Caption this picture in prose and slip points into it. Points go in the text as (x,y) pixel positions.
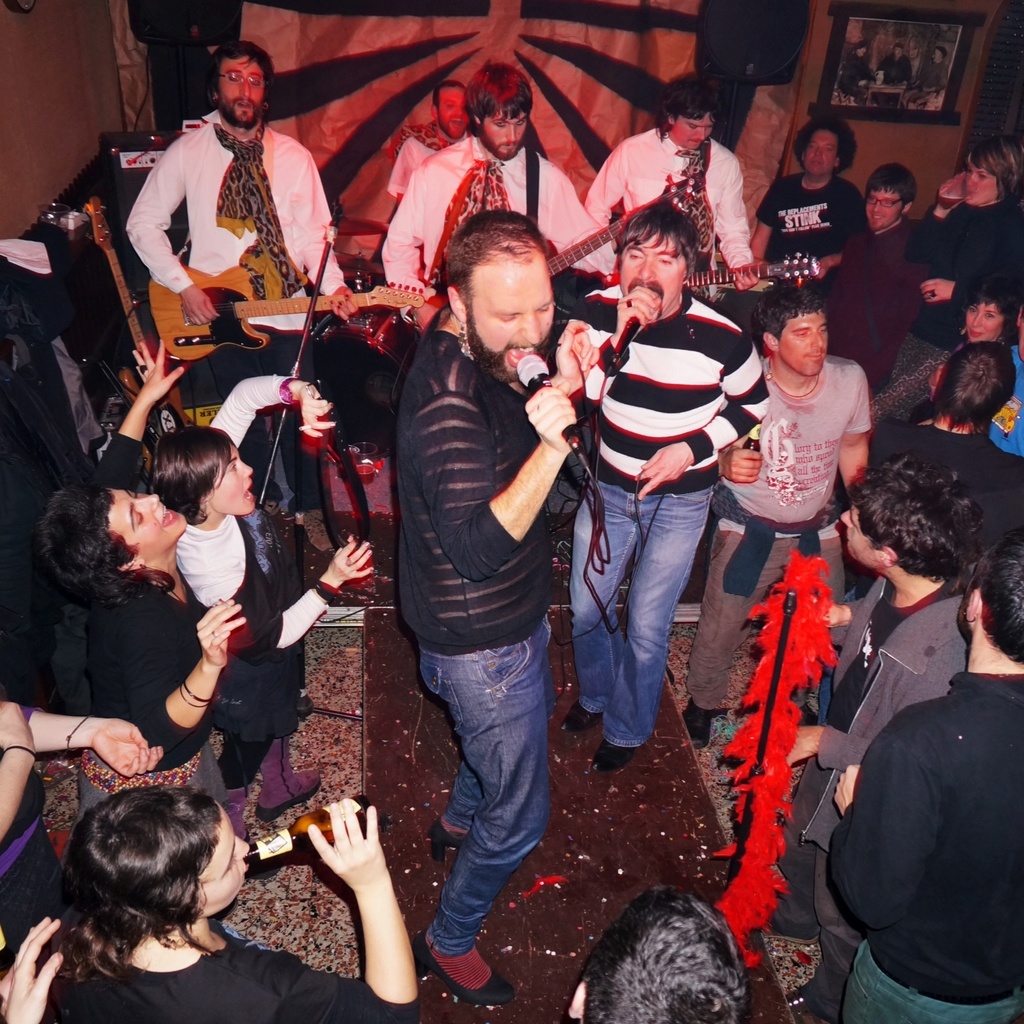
This picture is clicked in a musical concert. The man (467,428) in the middle of the picture (492,465) wearing black t-shirt (463,589) and blue jeans (520,756) is holding microphone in his hand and singing. Beside him, the man (692,367) with white and black t-shirt (690,360) is holding microphone (630,340) in his hands (626,319), is also singing. Behind them, we see three men (540,180) holding guitar (176,294) in their hands (187,301) and playing it. Behind them, we see a curtain (571,42) with black color strips (599,65) on it and beside that, we see a wall (874,139) on which photo frame (884,48) is placed on it.
